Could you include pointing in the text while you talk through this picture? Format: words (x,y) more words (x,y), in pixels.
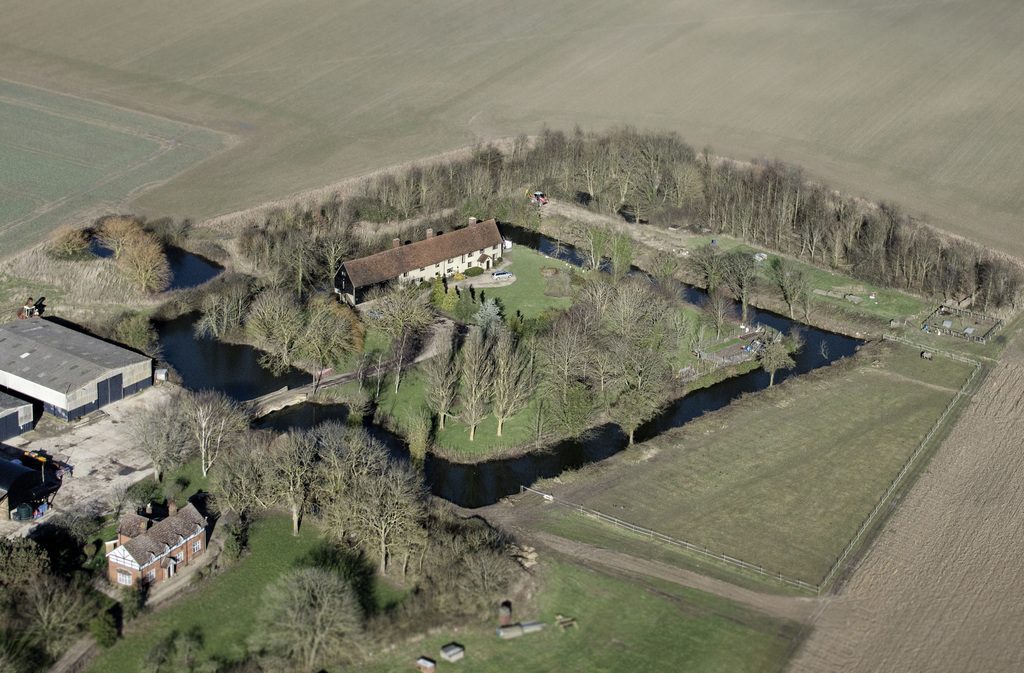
This is an aerial view where we can see trees (154,248), grass (612,486), buildings (427,269) and land (580,14).
